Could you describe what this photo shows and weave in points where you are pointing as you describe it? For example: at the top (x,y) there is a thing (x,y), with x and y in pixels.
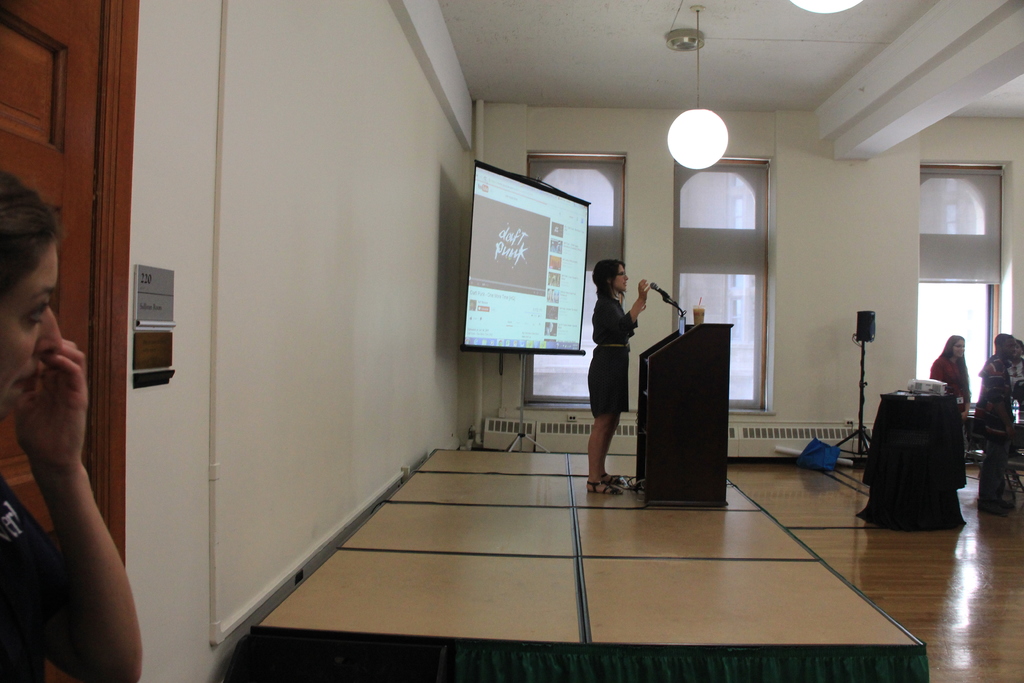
In the center of the image (619,343) we can see a woman (609,353) standing in front of a podium (679,408) containing a microphone (669,300) and a cup (698,317). In the foreground (81,498) we can see a woman (76,485). To the right side of the image (994,371) we can see some people (988,398) standing on the ground (969,498), the device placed on the table (917,417), speaker (871,329) on the stand (858,432) and a bag (832,463) placed on the ground (872,531). In the background (547,291), we can see group of windows (675,229), lights (693,120), screen (569,329) and a board (150,328) with some text (150,276).
